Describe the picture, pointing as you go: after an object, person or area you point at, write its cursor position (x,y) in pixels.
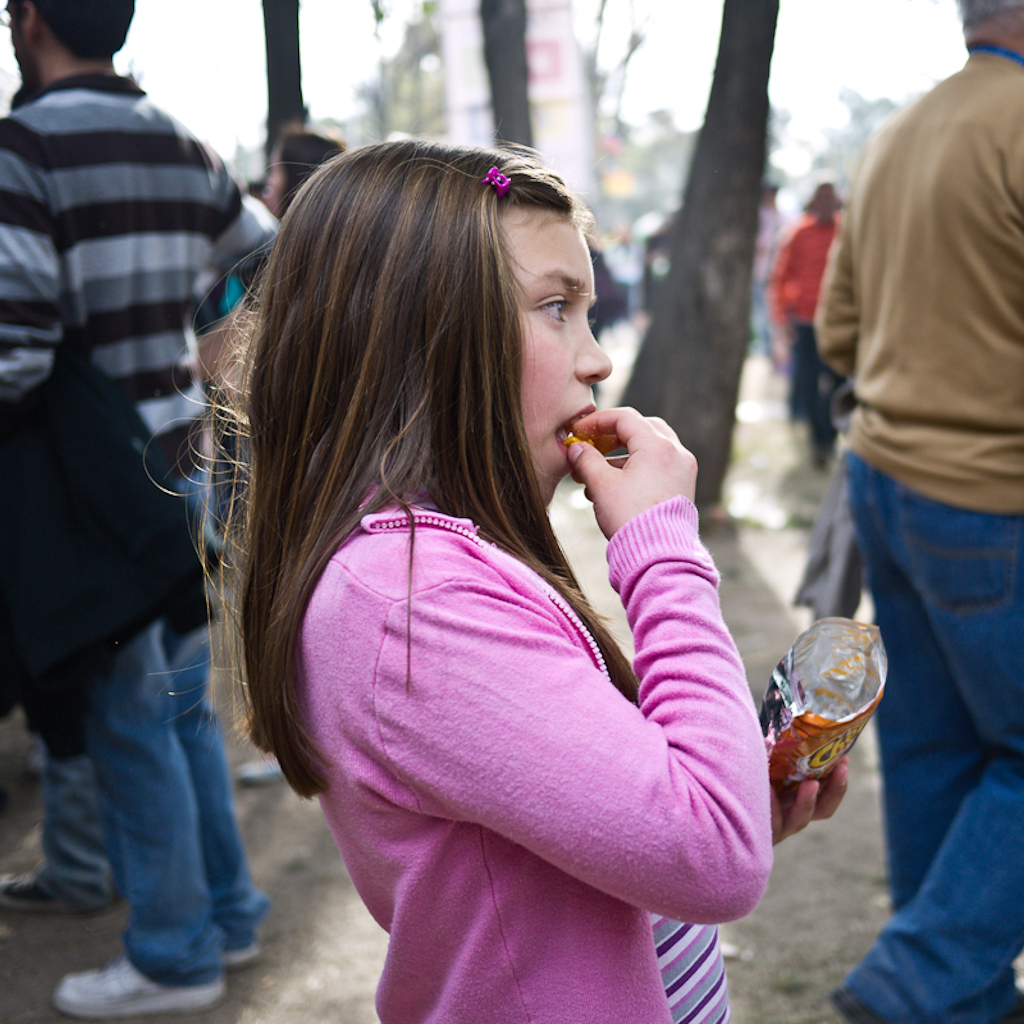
Here in this picture, in the middle (356,375) we can see a child (345,323) standing over a place (376,948) and eating something from the packet (784,747) present in her hand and beside her also we can see other number of people (960,406) standing and walking over the place (26,735) and we can see the trees (678,281) and other things (608,250) in blurry manner.
